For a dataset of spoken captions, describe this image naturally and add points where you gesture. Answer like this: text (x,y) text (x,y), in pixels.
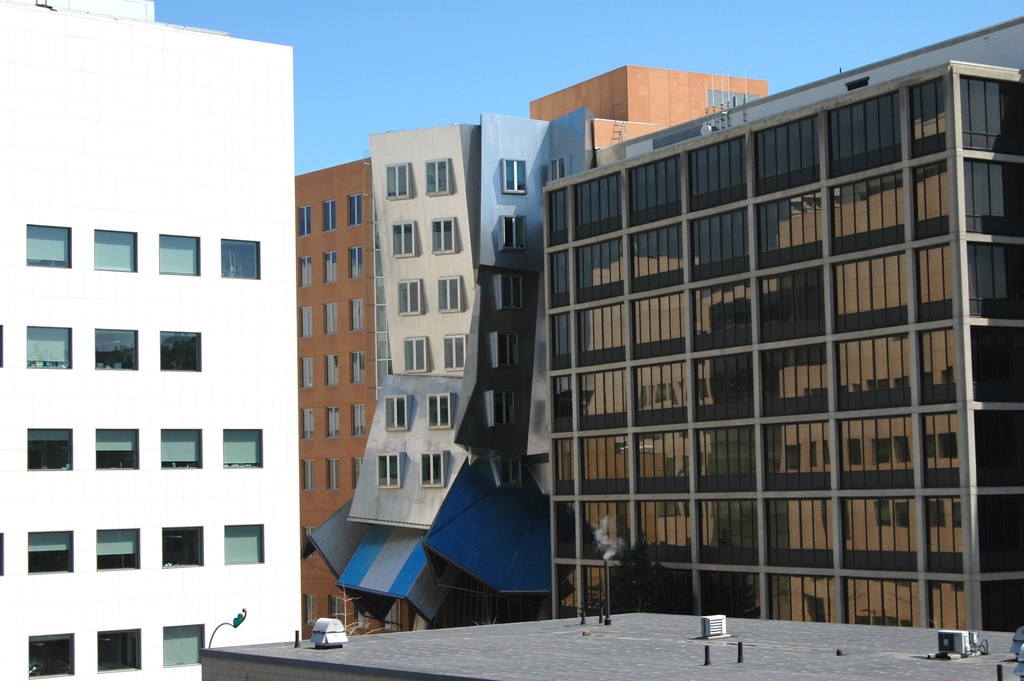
In this image I can see many buildings (332,327) which are in white, brown and grey color. In the background (433,109) I can see the blue sky (520,55).
